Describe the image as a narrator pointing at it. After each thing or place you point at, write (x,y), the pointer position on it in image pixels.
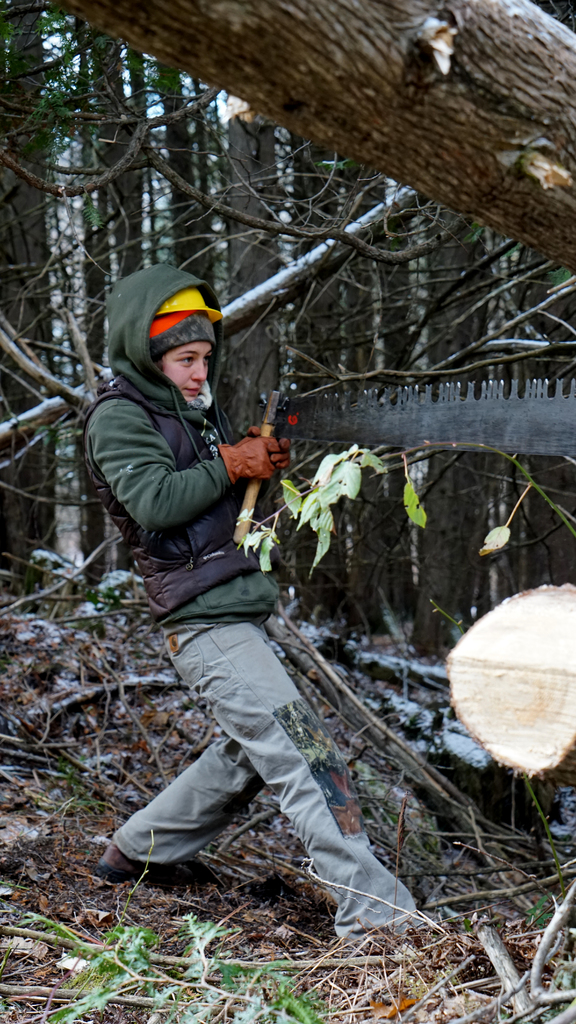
In the picture there is a kid (170,589) performing some activity he is standing on the dry leaves (143,886) and around him there are a lot of tall trees (412,264) and a wooden log (478,656).
